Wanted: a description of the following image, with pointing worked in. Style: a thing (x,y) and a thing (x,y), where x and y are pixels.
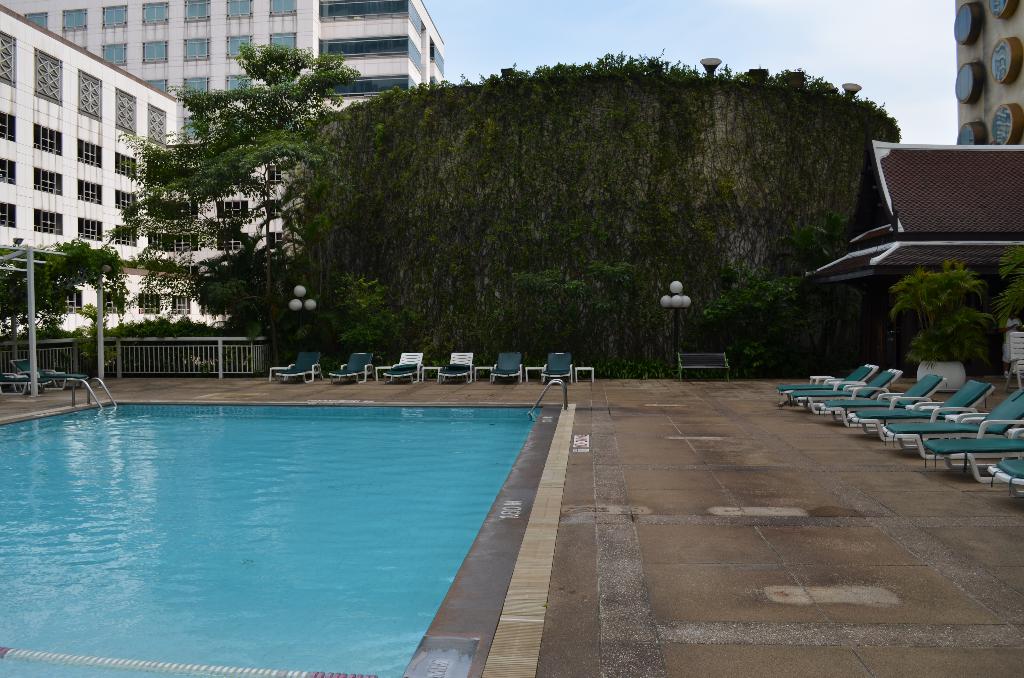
In the image we can see there are building (96,87) and window (161,85) of the building (170,67). There are trees (230,184), fence (172,351), lounge chair (453,378), bench (718,367). This is a pole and a sky (566,38).
